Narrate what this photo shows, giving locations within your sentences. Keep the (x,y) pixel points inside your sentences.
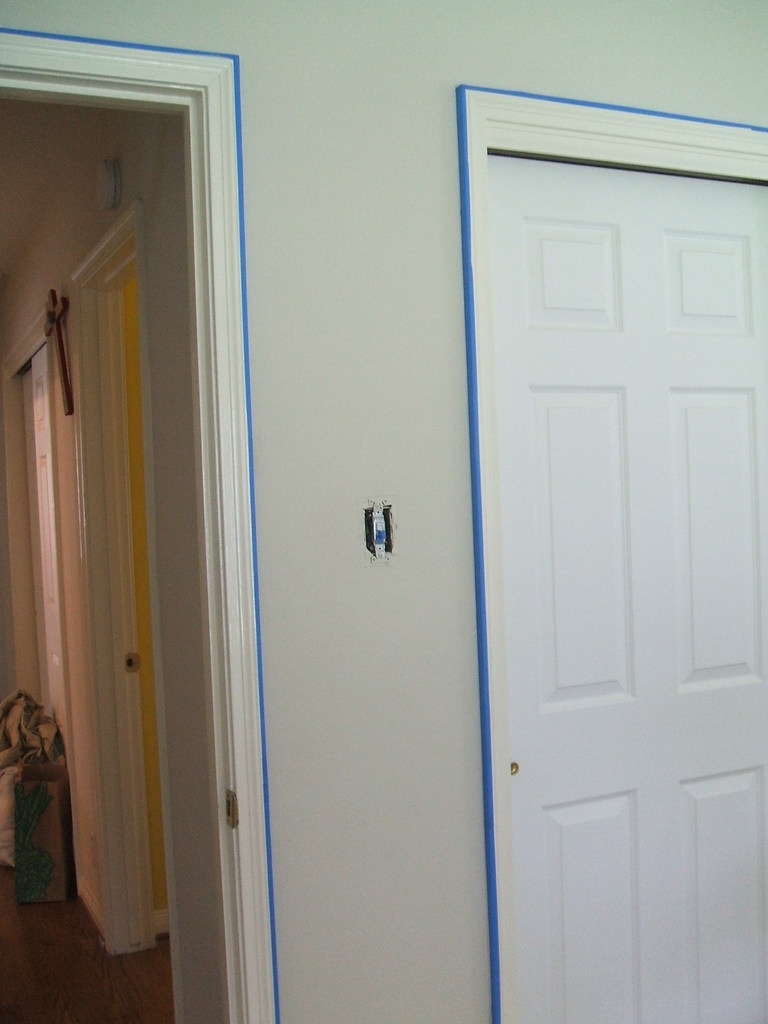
In this image I can see a white colour door (571,589) and I can see blue colour lines (492,990) on this wall (329,496).
